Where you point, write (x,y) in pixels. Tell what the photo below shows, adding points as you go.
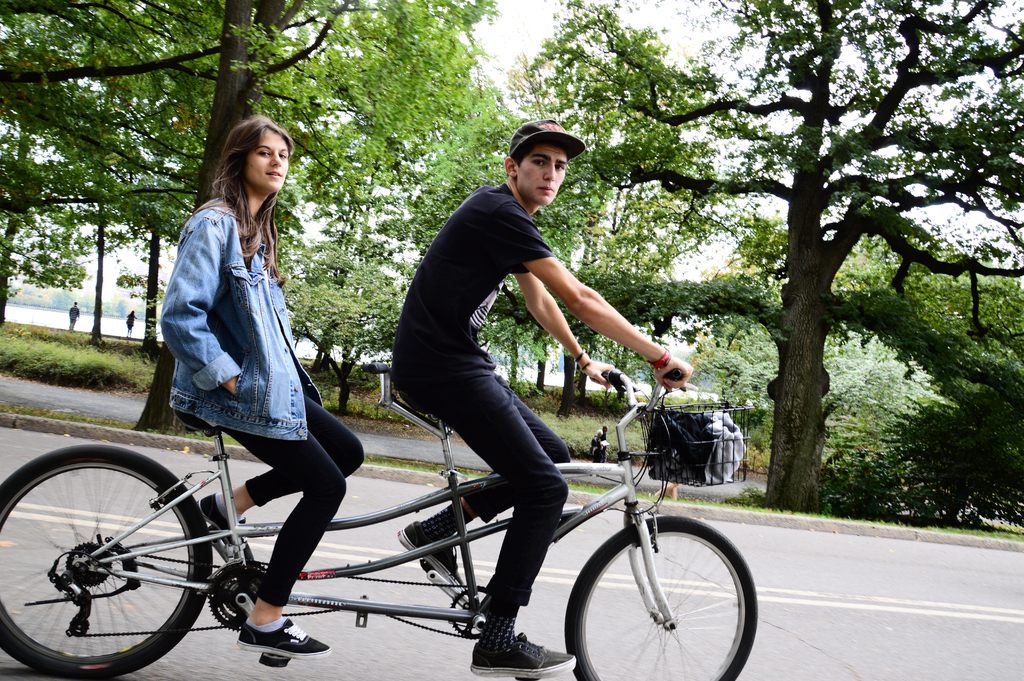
2 people (467,405) are riding bicycle (620,472) on a road (854,552). behind them there are trees (172,185) and water (37,316).
